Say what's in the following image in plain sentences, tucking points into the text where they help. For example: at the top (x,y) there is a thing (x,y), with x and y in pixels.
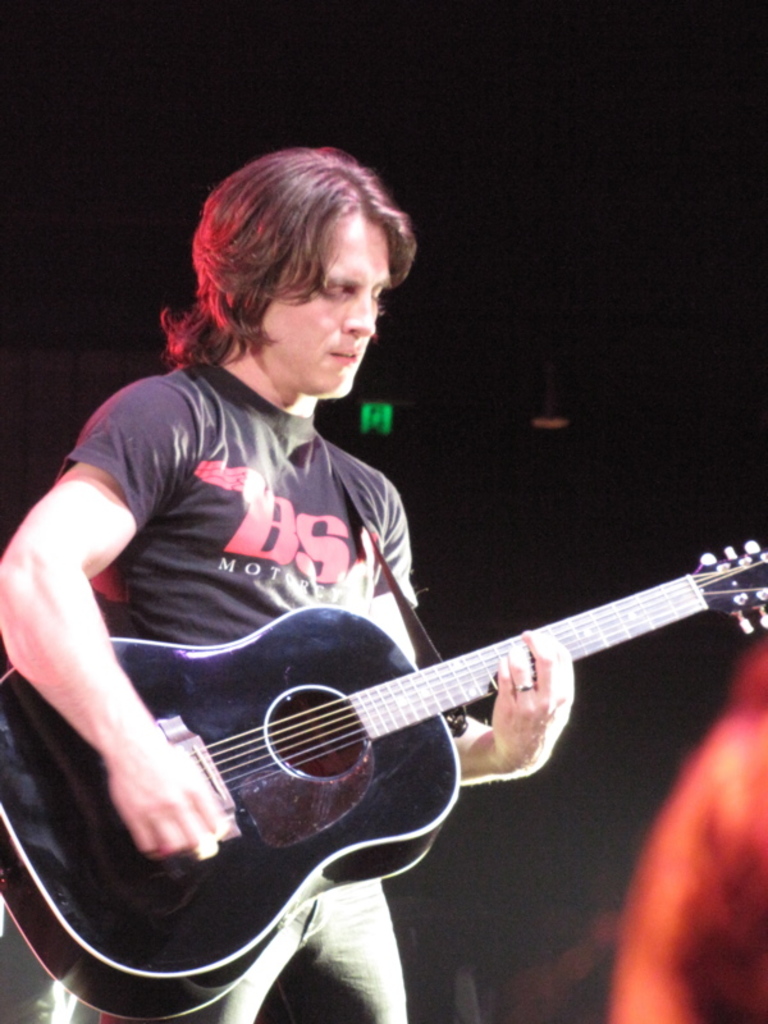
As we can see in the image there is a man (278,570) holding guitar (331,772).
